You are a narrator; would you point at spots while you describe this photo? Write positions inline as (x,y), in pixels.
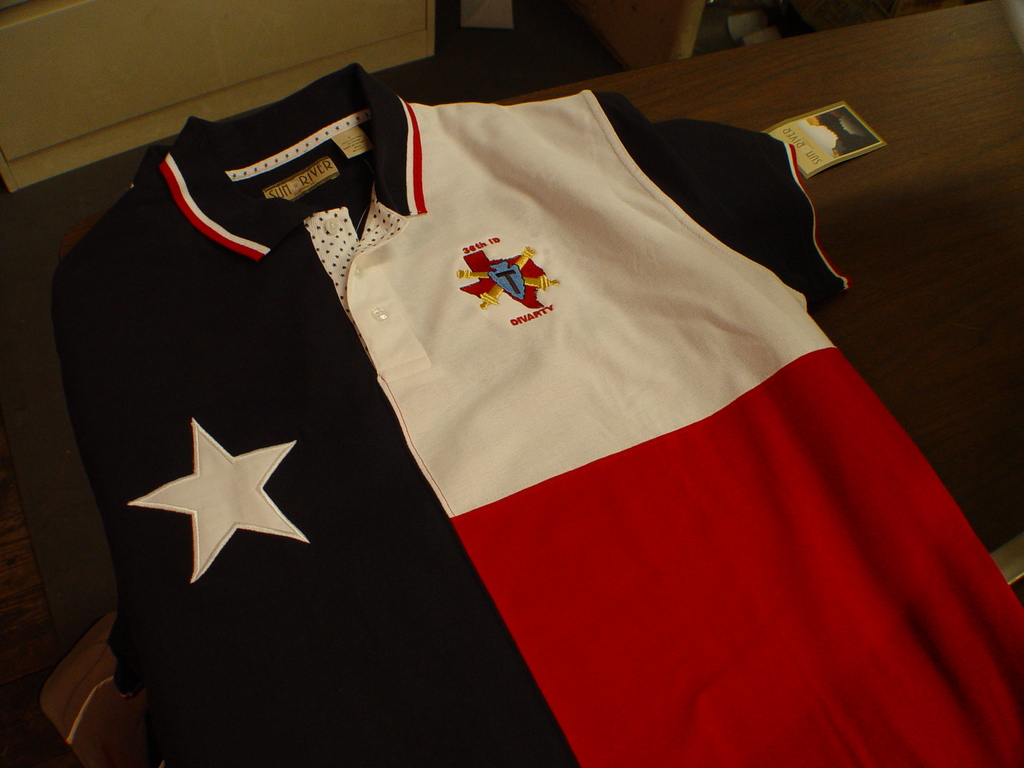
In this image on a table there is a t-shirt (452,313) of blue, white and red in color. This is a tag (827,130).
